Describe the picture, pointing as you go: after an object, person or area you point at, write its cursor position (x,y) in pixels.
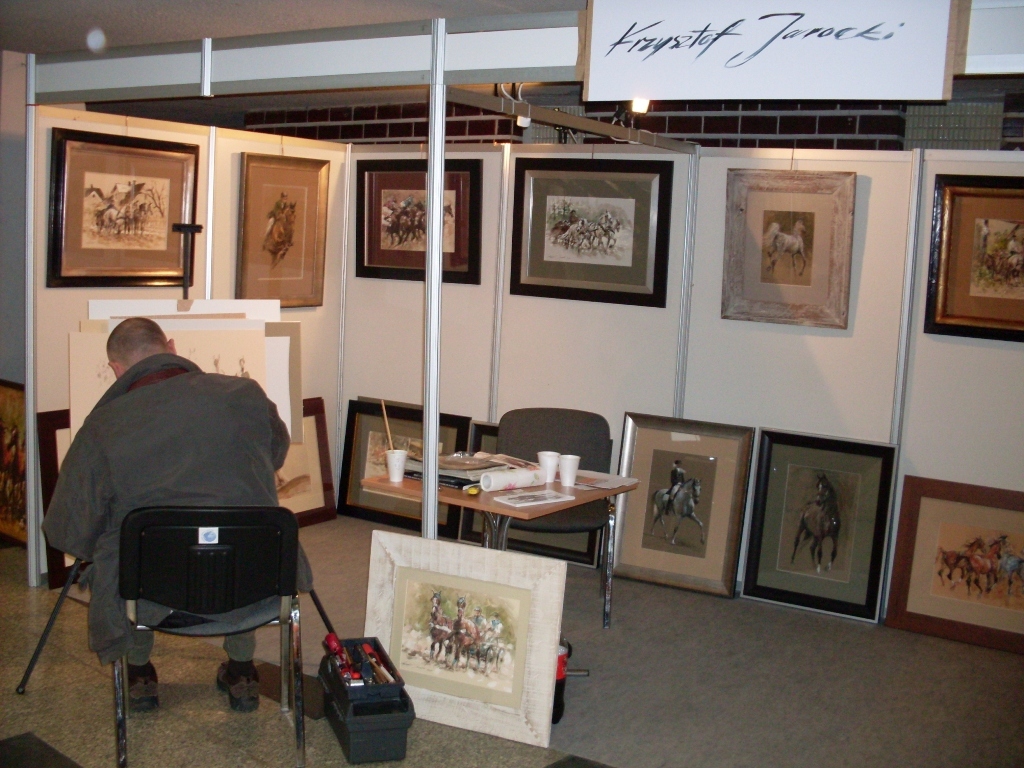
on the background of the picture (360,333) we can see a wall (519,301) and there are photo frames (449,188) over it. These are also photo frames (964,531). Here we can see a man (163,505) sitting on a chair (218,563) and painting something. this is also a photo frame (440,614). Here we can see a chair (537,424) and a table (380,478). And on the table (491,494) we can see papers (526,498) and glasses (549,468). This is a floor (601,722).
